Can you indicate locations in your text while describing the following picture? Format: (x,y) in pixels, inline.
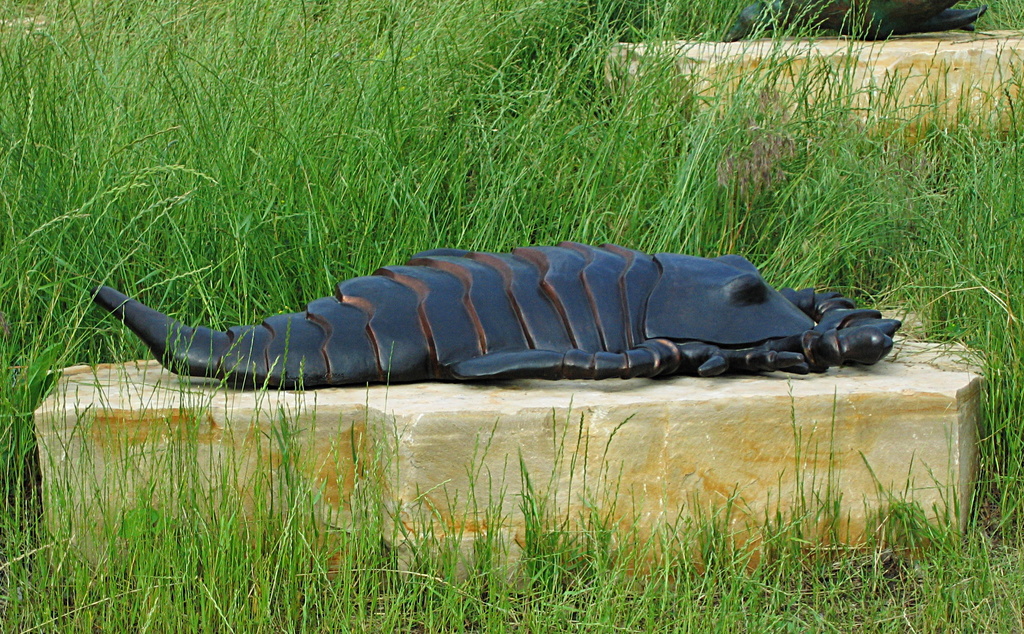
In this picture I can see there is a statue (641,376) of a scorpion (409,362), it is placed on the rock (435,552), there is grass (384,545) around the statue (656,302).
